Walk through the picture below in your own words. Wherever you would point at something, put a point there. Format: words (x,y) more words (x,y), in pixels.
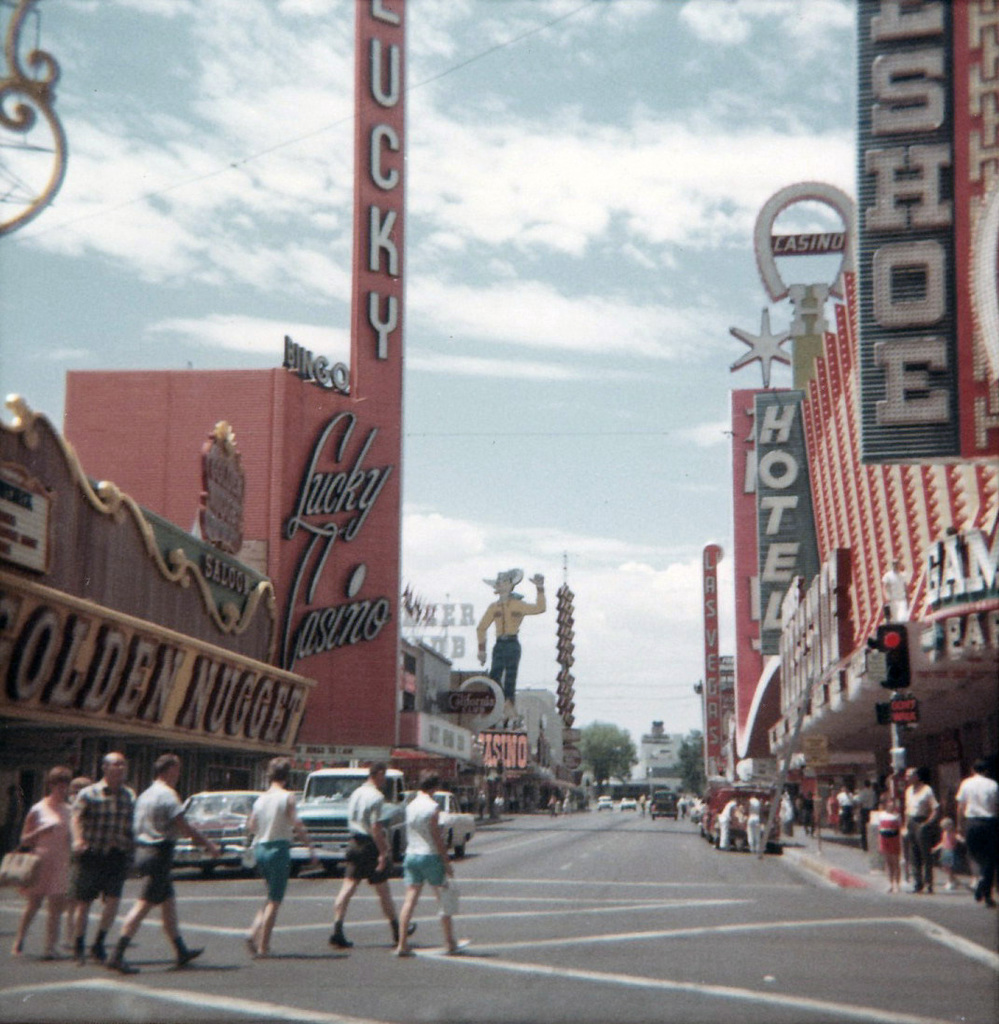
In this picture there are buildings (54,437) with some text (934,570) on left (89,416) and right corner (917,403). There are people (987,822), cars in the foreground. The road (141,969) is at the bottom (147,1013) and The sky (568,476) is at the top (126,1).
